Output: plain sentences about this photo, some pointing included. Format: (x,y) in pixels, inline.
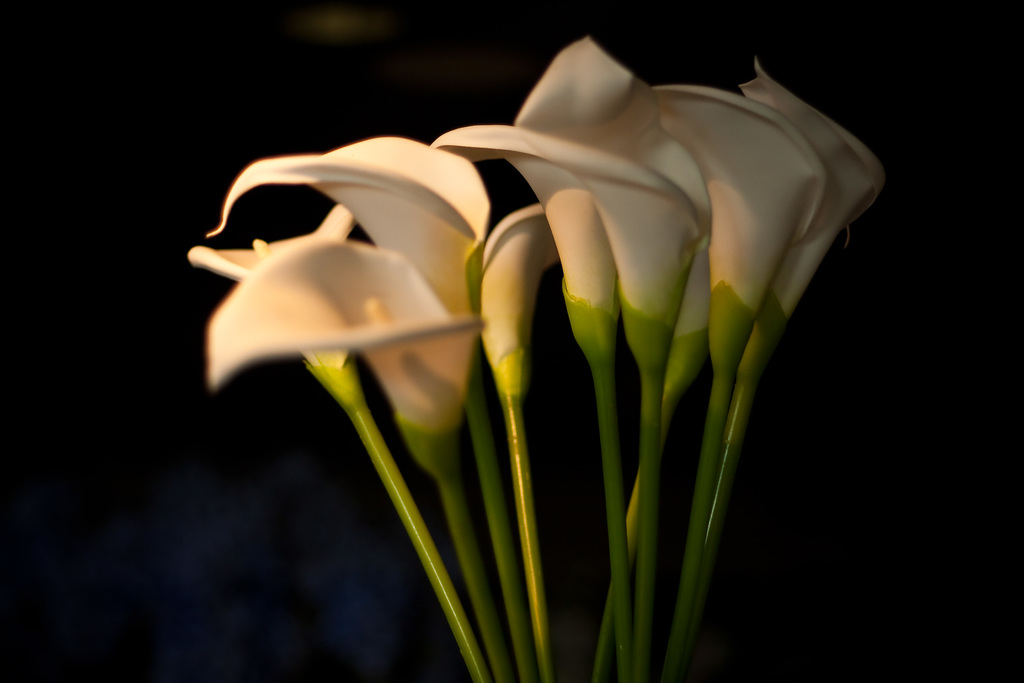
In this image in the front (525,232) there are flowers (671,290).
